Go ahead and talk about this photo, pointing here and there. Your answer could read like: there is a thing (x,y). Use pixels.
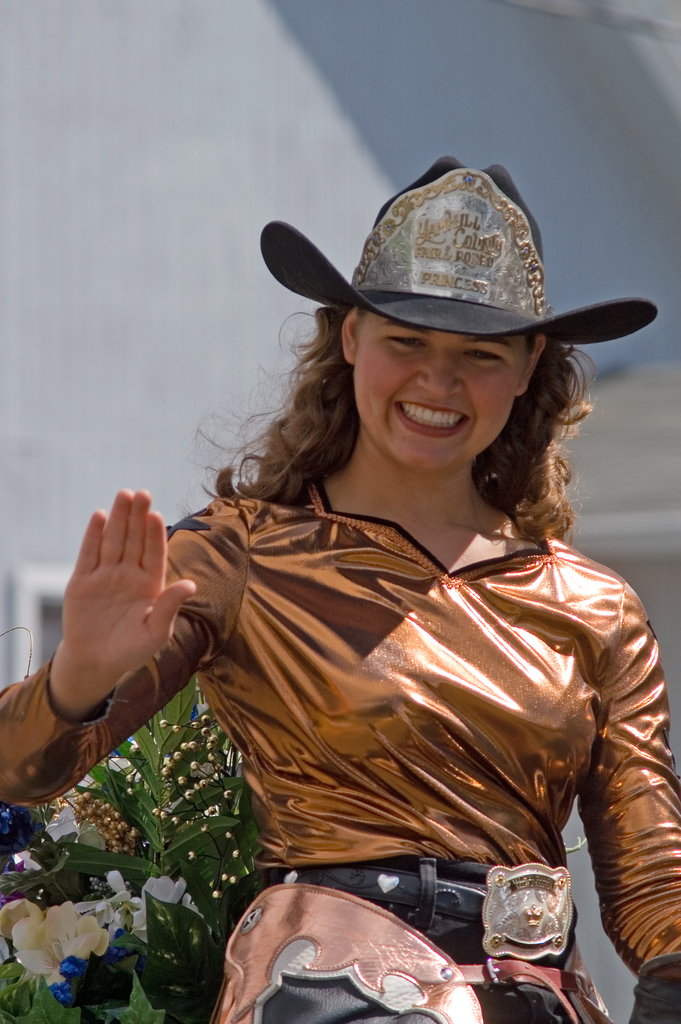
In this image we can see a woman (397,702) smiling and wearing a hat (473,177), there are plants (133,877) with flowers (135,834) on it and in the background (343,134), it looks like the wall (329,245).
